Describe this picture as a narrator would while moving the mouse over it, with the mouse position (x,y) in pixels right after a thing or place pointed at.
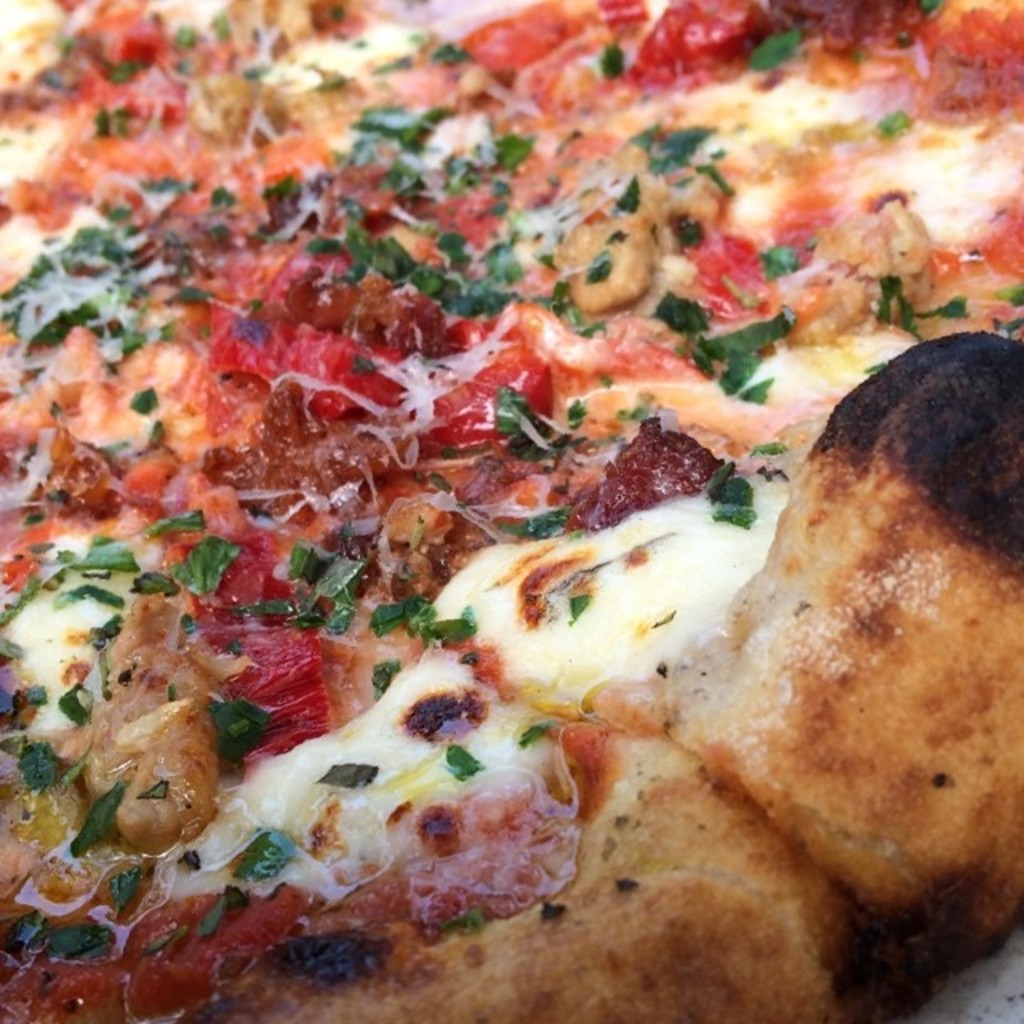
In the image there is a pizza (739,278), it has cheese (485,599), sauce (407,477) and some other items (334,432) sprinkled over it.
